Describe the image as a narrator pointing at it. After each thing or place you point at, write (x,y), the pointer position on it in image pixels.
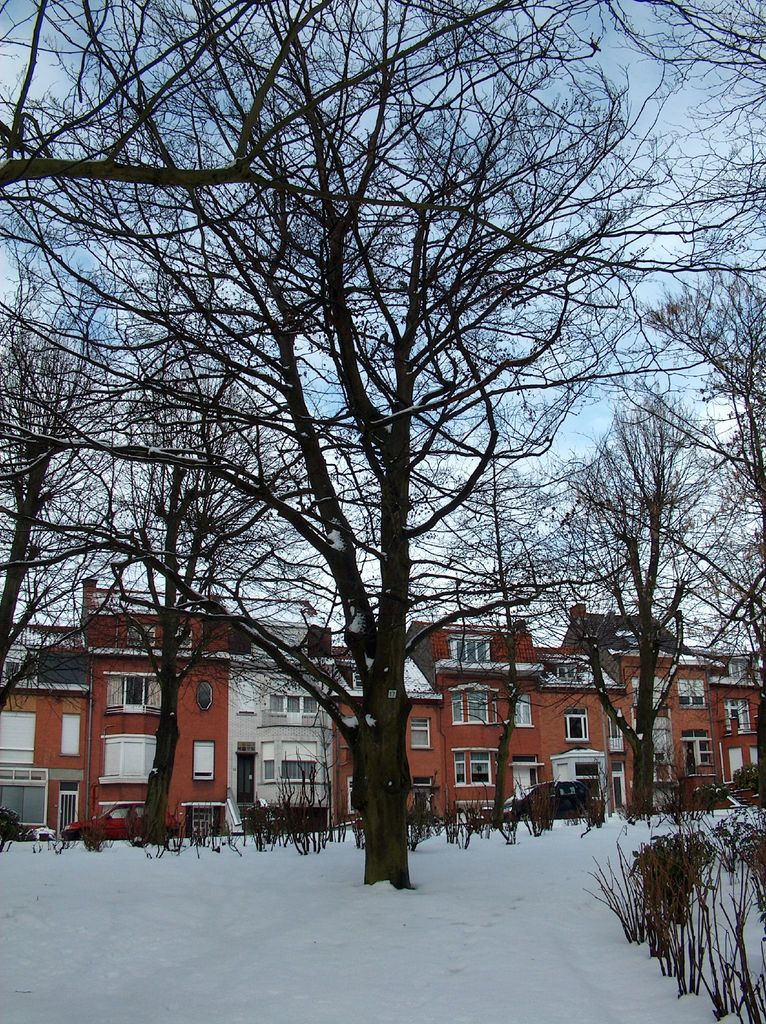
On the right side (699,832), there are plants (719,842) on the ground (647,931), on which there is snow (293,908). In the background (765,534), there are trees (647,696), plants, vehicles (123,806), buildings (727,657) which are having windows (126,680) and there are clouds (301,351) in the blue sky (743,531).
